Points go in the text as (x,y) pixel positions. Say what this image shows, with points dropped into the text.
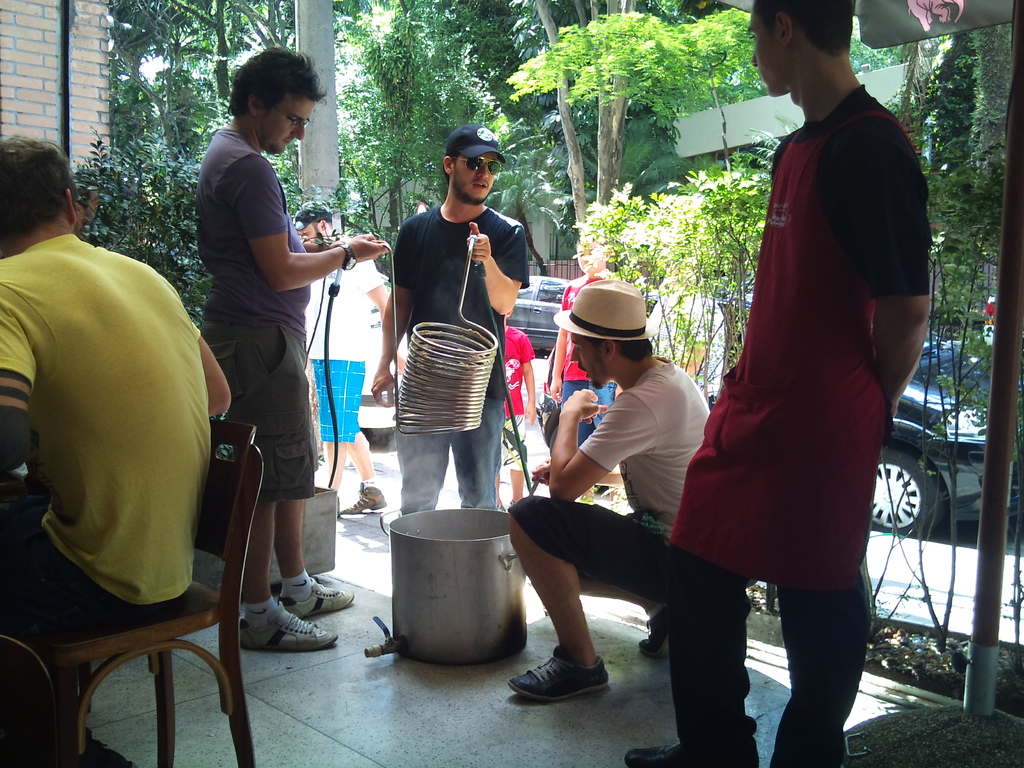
In this image I can see a group of people (432,289) on the floor (373,692), chairs (17,744), vessels (498,588), houseplants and a pole (988,542). In the background (950,397) I can see fleets of vehicles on the road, group of people (506,317), trees (470,5), fence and buildings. This image is taken may be during a day.
